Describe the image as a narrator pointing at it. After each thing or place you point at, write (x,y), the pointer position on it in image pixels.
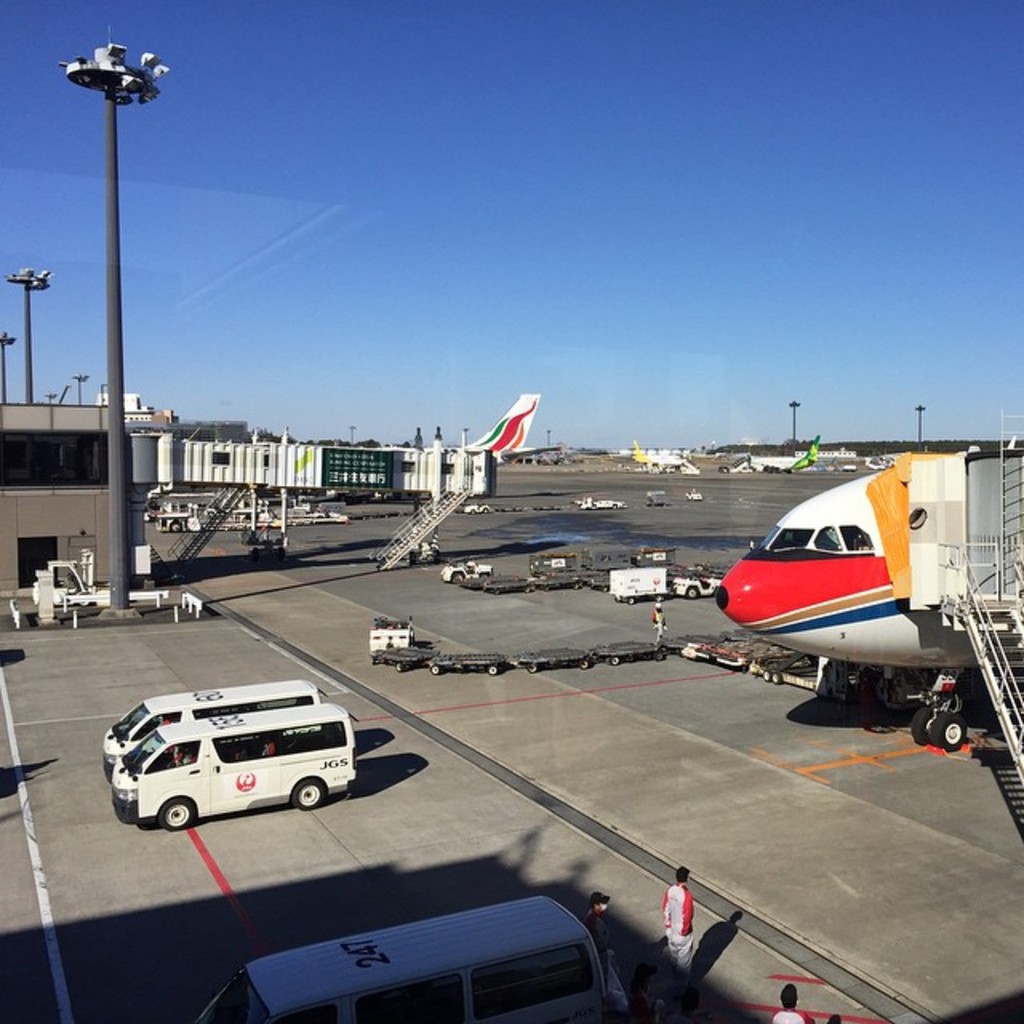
This image is taken in the airport (676,822). In this image we can see aeroplanes (865,580), run way (787,482), light poles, vehicles (334,782), persons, trees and sky (572,194).
